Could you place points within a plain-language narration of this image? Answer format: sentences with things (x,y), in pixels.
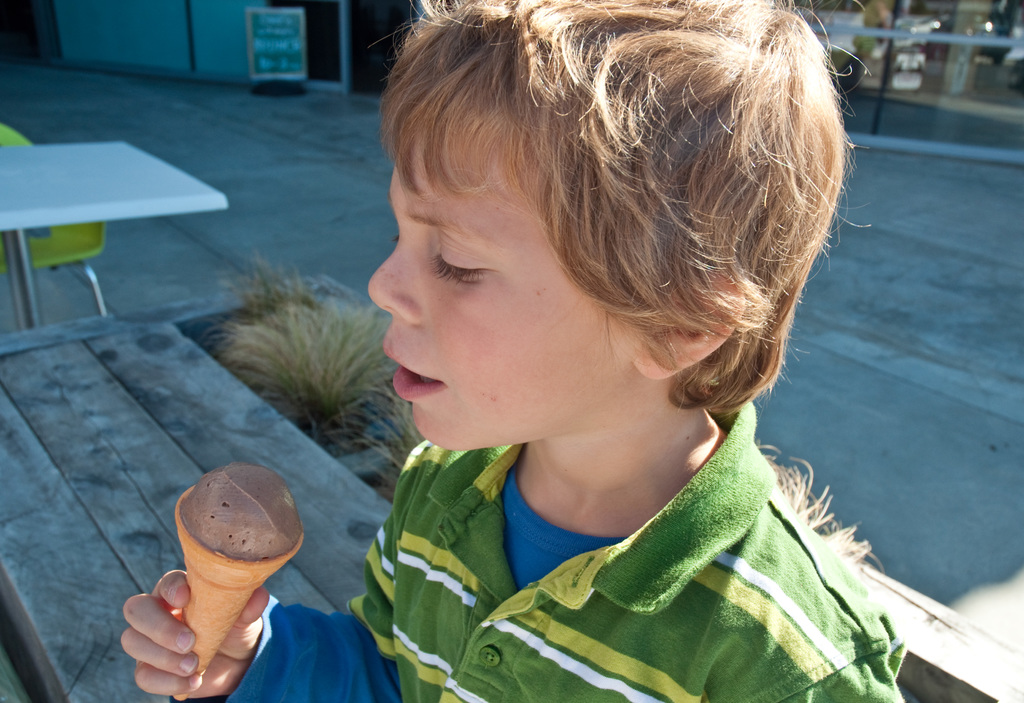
In the foreground (583,393) this image, there is a boy (471,676) holding an ice cream (206,584) is sitting on the bench (115,371). We can also see the grass (320,335), table (155,168), chair (89,231), floor (289,156) and the wall (235,25).
